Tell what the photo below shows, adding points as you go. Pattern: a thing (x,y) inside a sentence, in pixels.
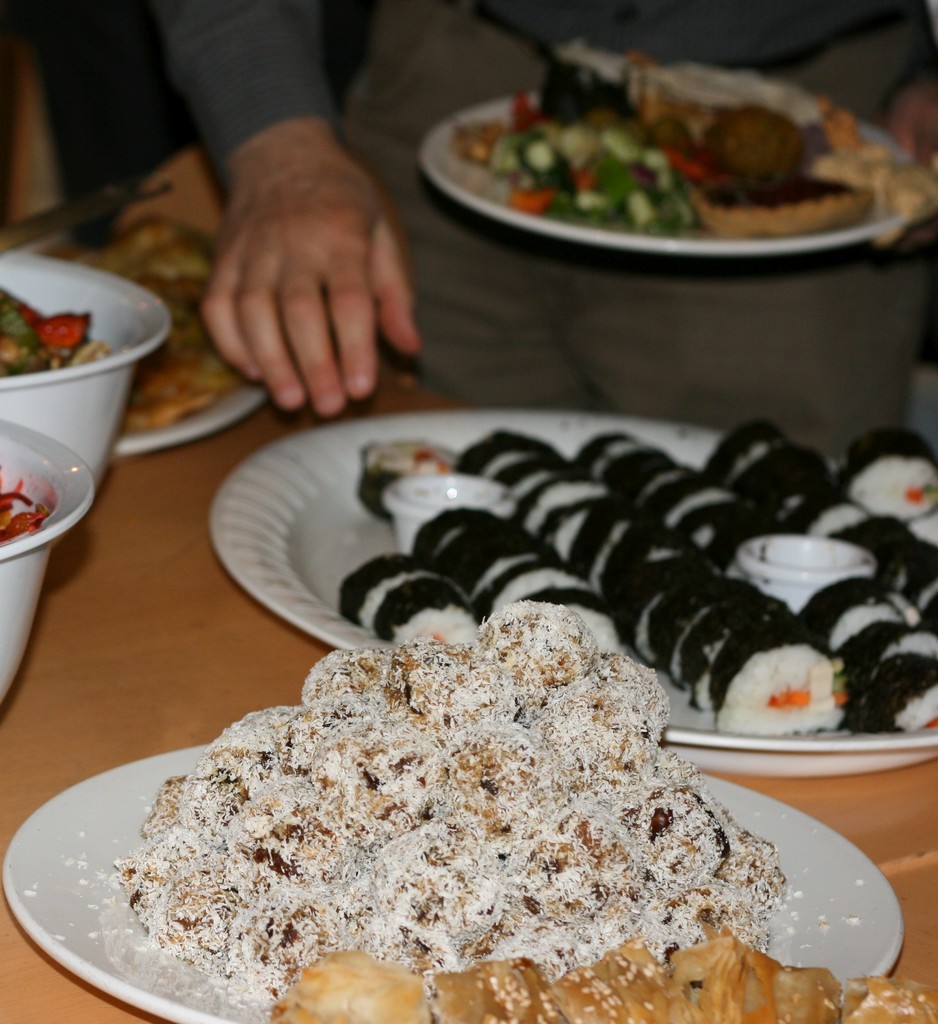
In the center of the image (554,620) some desserts (585,718) are present on the plate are placed on the table (293,426). On the left side of the image (99,381) we can see a bowl (93,385) of food item (80,331) are there. At the top of the image (570,179) a person (547,245) is holding a plate (498,204) contains food item (673,212).
